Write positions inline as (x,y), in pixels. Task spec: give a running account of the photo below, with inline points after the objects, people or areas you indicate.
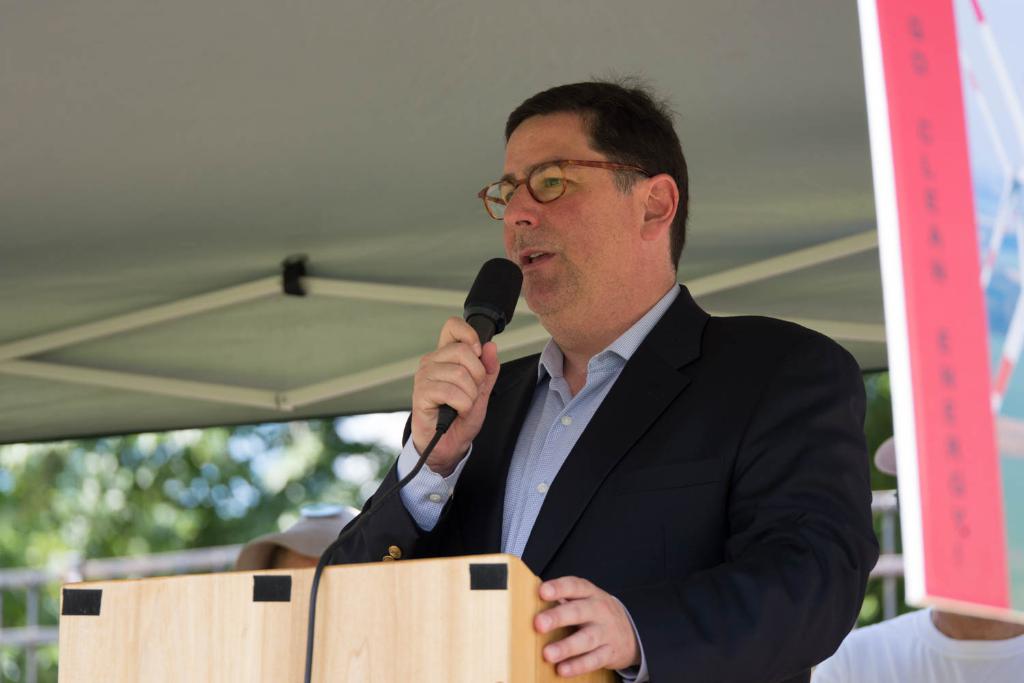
The person (658,498) wearing black suit (669,492) is standing and speaking in front of a mic (493,290) and there is a wooden stand (409,611) in front of him and there are two persons (305,520) standing behind him.
